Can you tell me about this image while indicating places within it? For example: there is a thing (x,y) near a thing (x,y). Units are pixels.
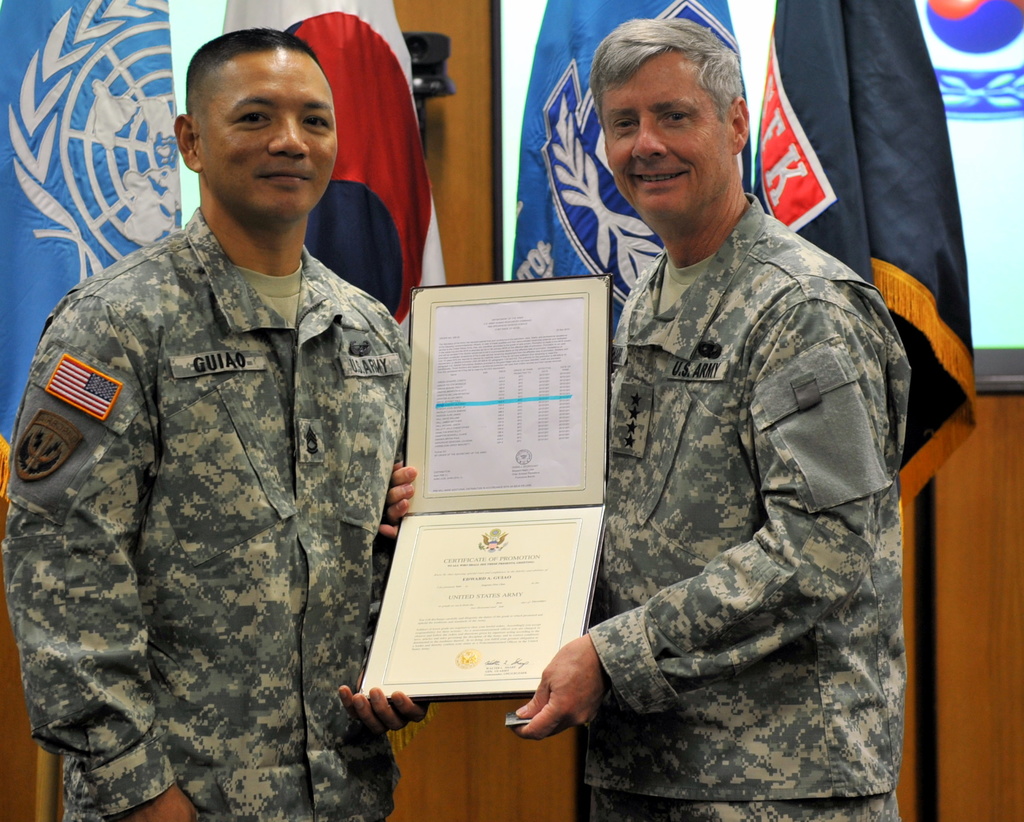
In this image there are two officers (312,500) in the middle (549,436) who are holding the certificate (467,578) in the middle (474,521). In the background (643,2) there are flags (809,85). Behind the flags (901,105) there is a screen (993,124). It seems like a presentation ceremony.
